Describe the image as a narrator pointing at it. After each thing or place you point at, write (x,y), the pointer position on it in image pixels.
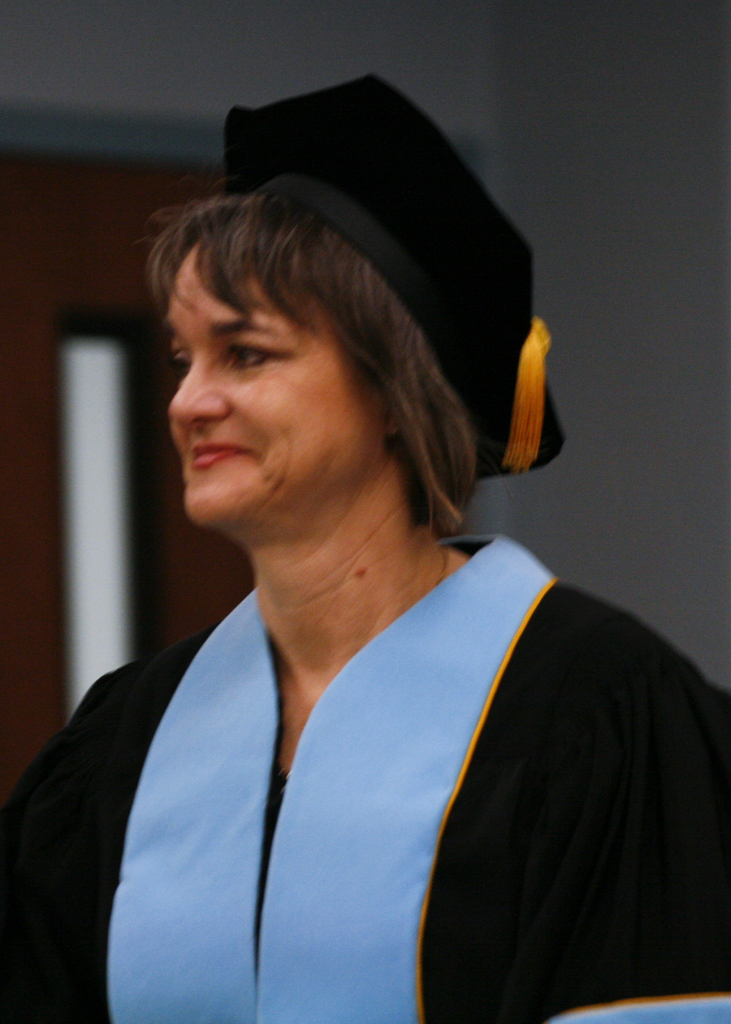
Here we can see a woman (351,454) and there is a cap (493,371) on her head (253,292). In the background (60,325) there is a door (123,249) and wall (618,471).
